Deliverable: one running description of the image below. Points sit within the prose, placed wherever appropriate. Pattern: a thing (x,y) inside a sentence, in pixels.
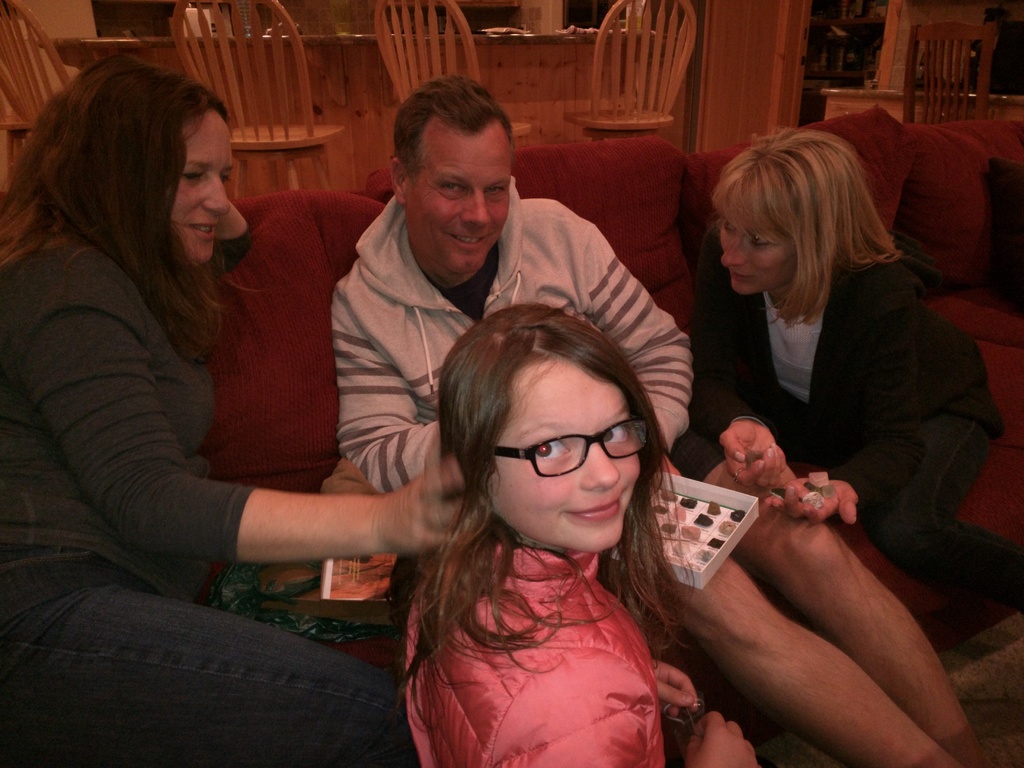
Here in this picture we can see a group of people (630,376) sitting over a place and the girl (537,603) in the front (515,637) is wearing jacket (525,679) and spectacles (534,450) and smiling and other people (449,524) are also smiling and the man (659,400) in the middle (403,262) is holding something (720,536) in his hands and behind him we can see chairs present on the floor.
